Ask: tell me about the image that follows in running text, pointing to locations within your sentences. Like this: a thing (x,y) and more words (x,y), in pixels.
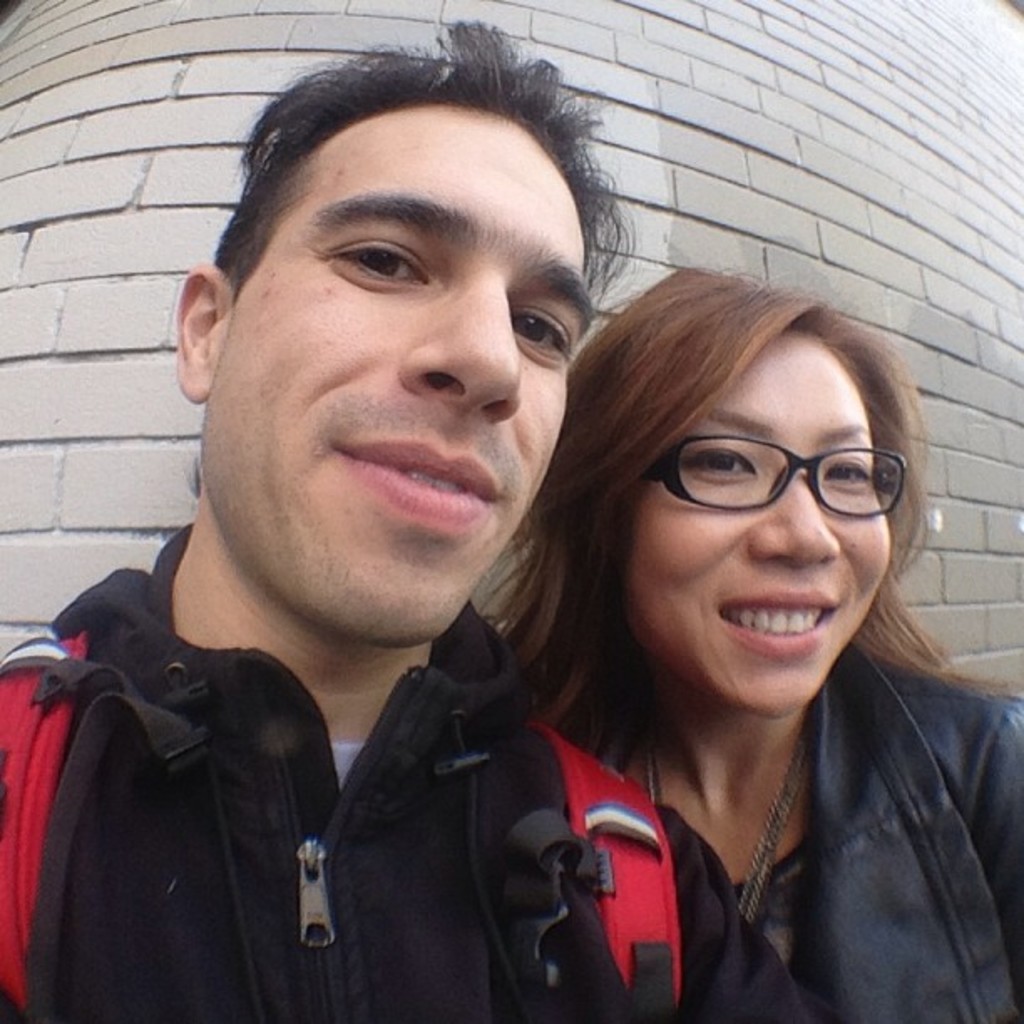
In this image in the foreground (562,408) there is one man (444,344) and one woman (779,645), and in the background (913,176) there is a wall (939,342).
